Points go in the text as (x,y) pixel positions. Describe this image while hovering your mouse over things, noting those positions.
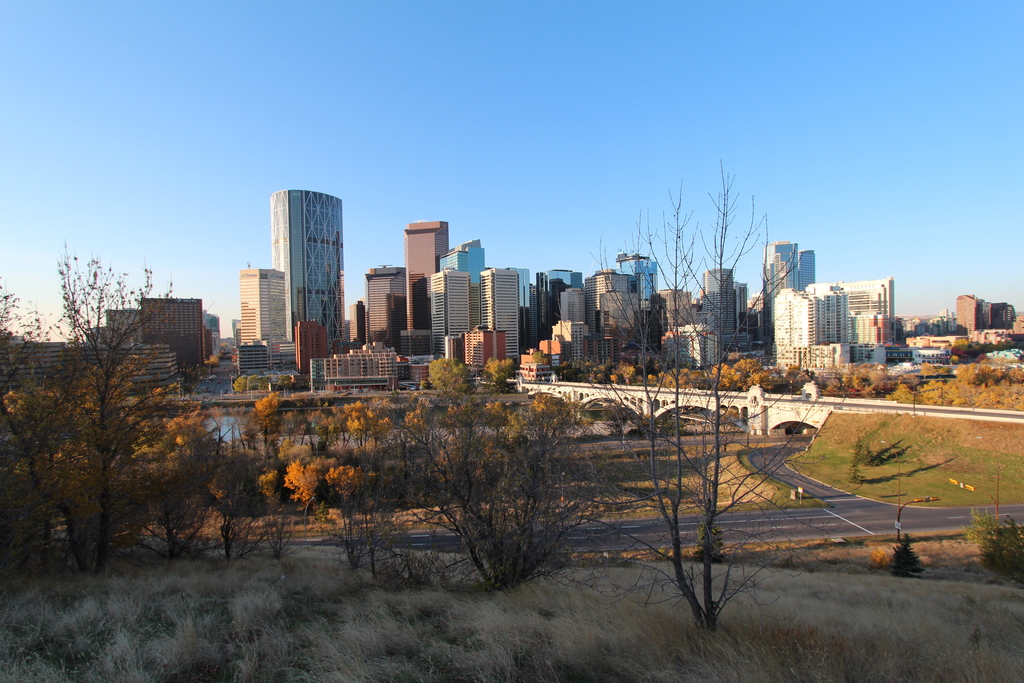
In this image we can see some buildings (565,350), houses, trees (76,447), plants (49,573), connecting bridge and some other things (484,389) around.
